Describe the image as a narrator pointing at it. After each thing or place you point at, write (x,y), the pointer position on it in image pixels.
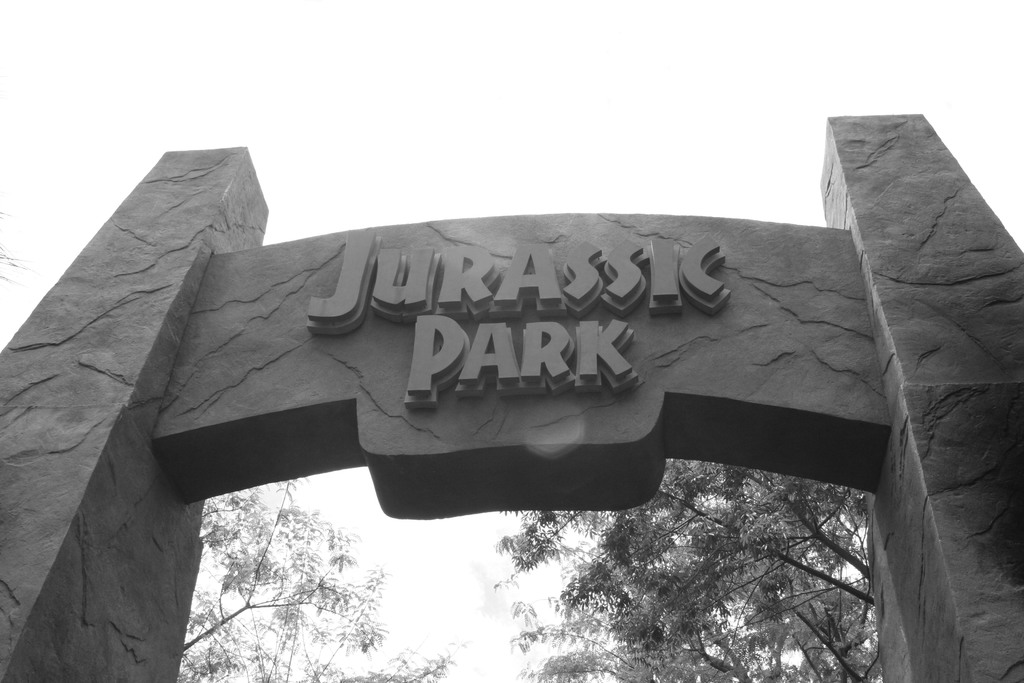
This is a black and white image. In the center of the image (551,453) we can see an arch (433,420) and text (462,380) on the wall (636,398). In the background of the image (446,93) we can see the sky (970,61). At the bottom of the image (609,641) we can see the trees (306,678).
